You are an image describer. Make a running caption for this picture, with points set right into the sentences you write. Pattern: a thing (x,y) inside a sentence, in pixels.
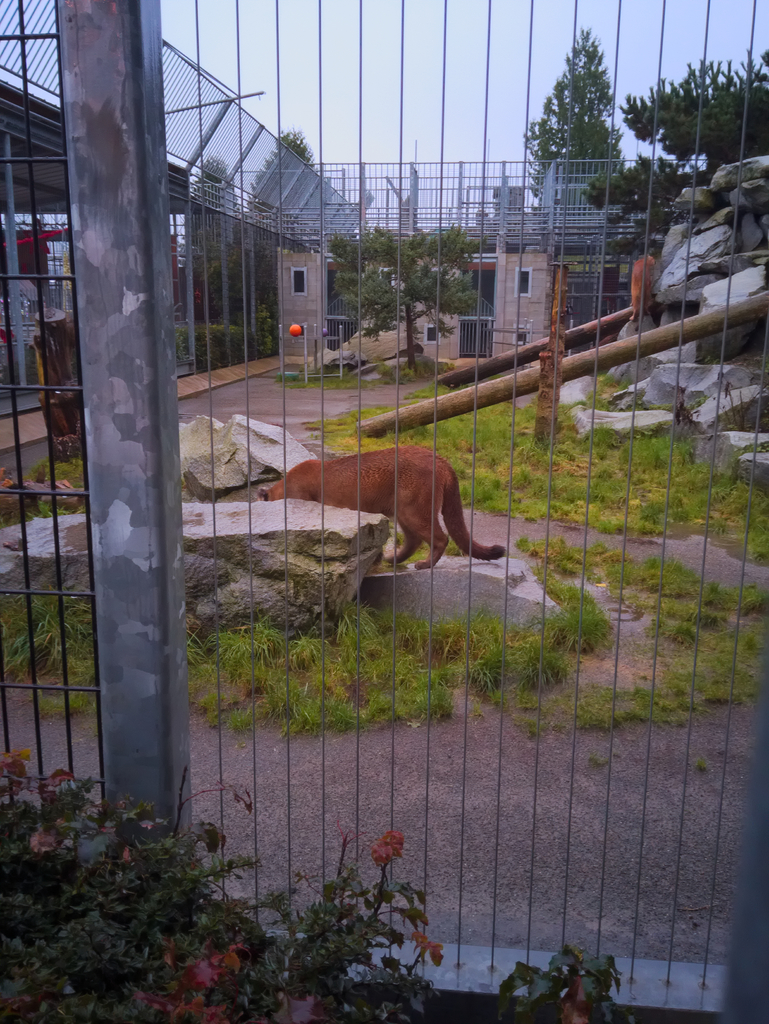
This image is clicked outside. There are trees (382,242) at the top (272,310). There is grass (368,715) at the bottom (637,711). There is a fence (91,195) in the front (91,330). There is a cougar (349,486) in the middle (281,492). There is building (12,173) on the left side (177,254).
